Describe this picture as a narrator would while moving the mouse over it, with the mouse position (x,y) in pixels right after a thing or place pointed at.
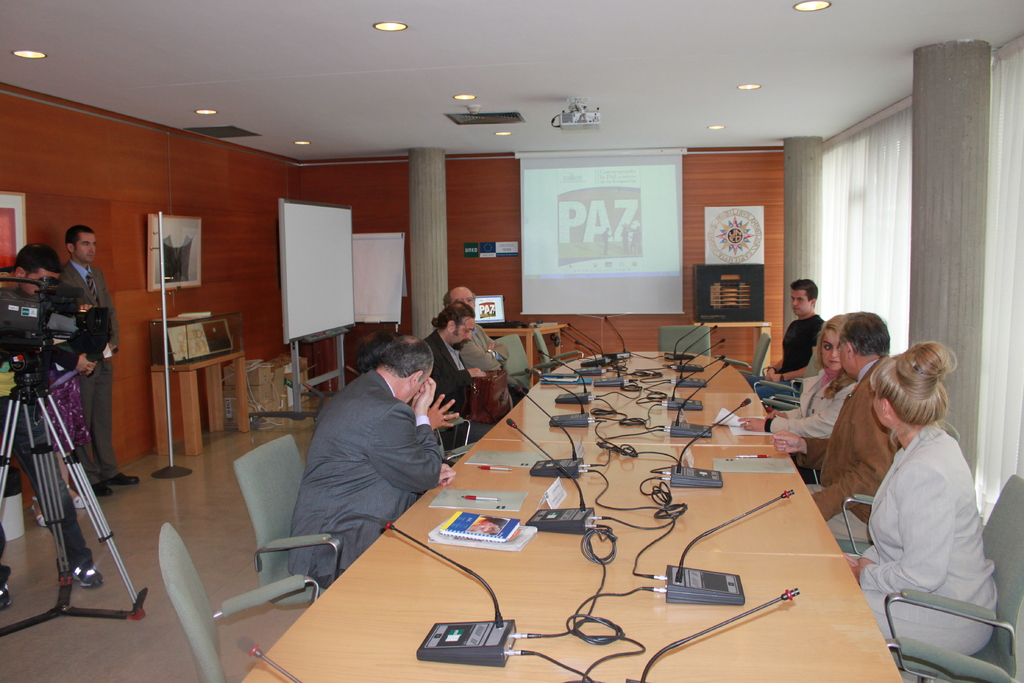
There are group of people (464,380) sitting on the chairs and discussing. This is a table (527,583) with mike set (586,522), cables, notebook (463,533), pen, papers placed on the table (760,575). At the left corner of the image (105,299) I can see two men (95,287) standing. This is a video recorder (27,342) with a tripod stand (3,444). This is a projector (598,116) attached to the ceiling rooftop (596,64). This is a foldable screen (611,227). This is a whiteboard (325,281). these are the pillars (819,205) at the corner of the room (802,236).
